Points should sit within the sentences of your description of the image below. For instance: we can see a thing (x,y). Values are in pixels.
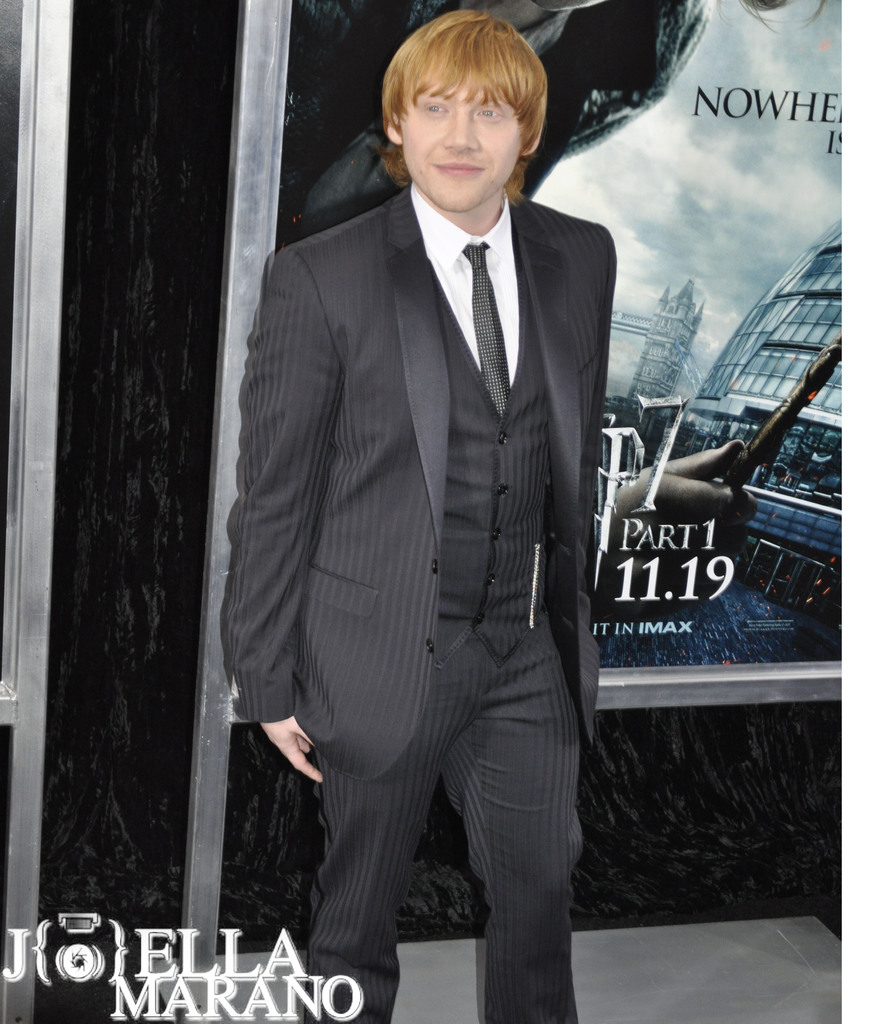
In the center of the image (491,545) we can see a man (337,395) wearing the suit (374,426) and standing and smiling. In the background (301,111) we can see a hoarding banner (696,305) with the rods (204,750). We can also see the wall (181,709) and also the floor (685,983). In the bottom left corner (195,950) we can see the text (253,1010).
